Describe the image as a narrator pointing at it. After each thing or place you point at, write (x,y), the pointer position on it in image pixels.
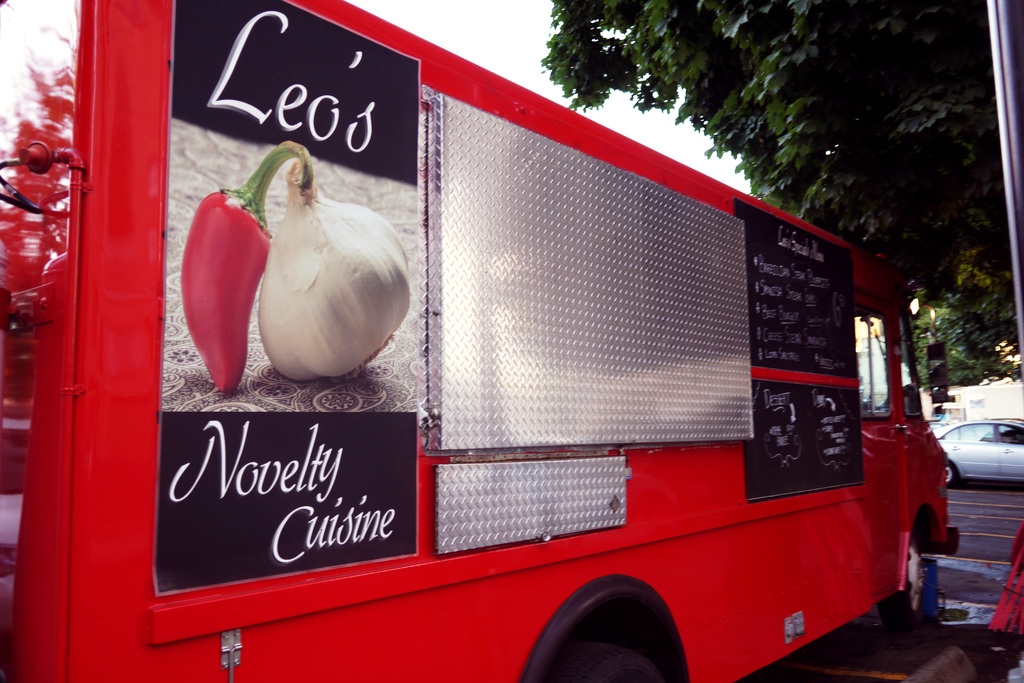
In this image there is a food truck (625,427) parked on the road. On the food truck (256,361) we can see there is a hoarding (256,361) on the left side (256,361). On the right side (794,360) there is a menu board (778,338). In the background (969,439) there is a car (990,452) on the road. On the right side (904,130) there is a tree (941,186).
